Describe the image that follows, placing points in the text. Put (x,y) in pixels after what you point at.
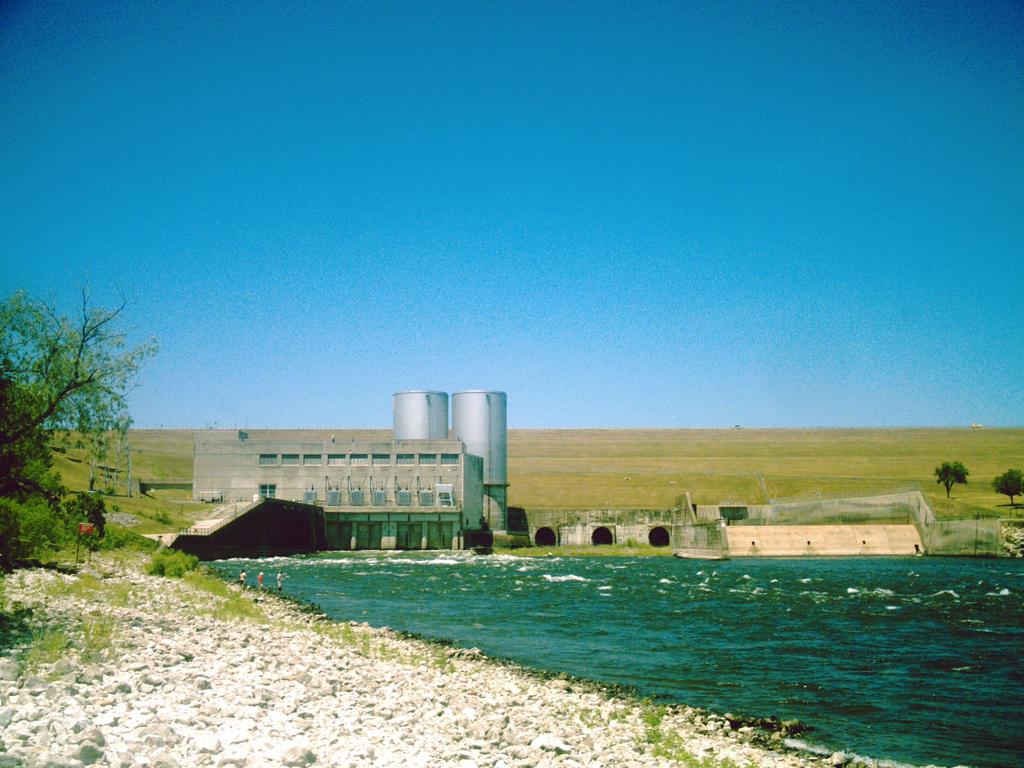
In this image I can see the sky (743,309) and lake (555,575) and some tanks (466,444) visible in front of the lake (554,639) and I can see tree (13,314) visible on the left side (1,358).
